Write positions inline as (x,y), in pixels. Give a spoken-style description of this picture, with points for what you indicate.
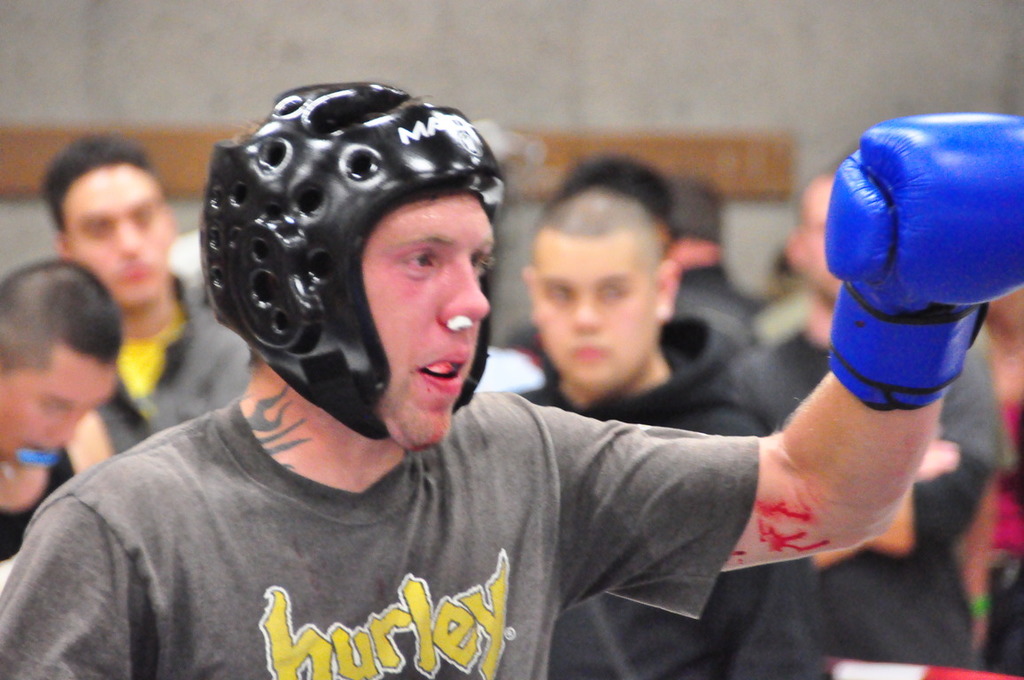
In this image at front (109,668) there is a person (381,465) wearing a black helmet (356,270) and a glove (934,241). Behind him there are few other people (44,318). On the backside (650,91) there is a wall (564,47).
